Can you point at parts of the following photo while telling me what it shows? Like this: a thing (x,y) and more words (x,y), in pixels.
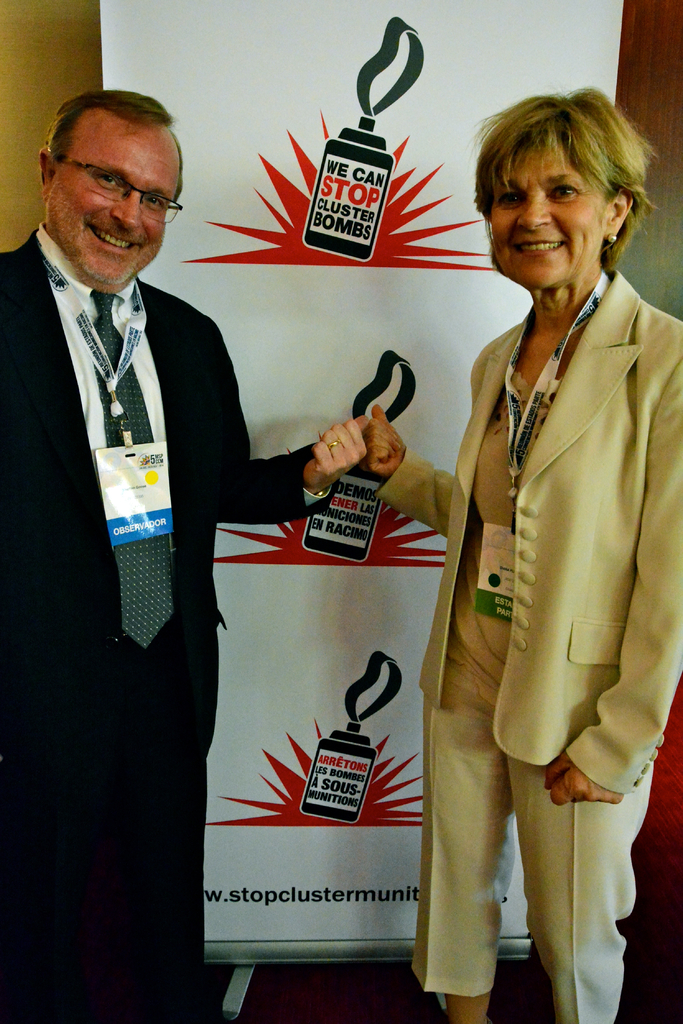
In the picture I can see a man (231,452) and a woman (591,357) are standing and smiling. These people (539,504) are wearing ID cards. In the background (172,92) I can see a banner (236,291) which has something written on it.
